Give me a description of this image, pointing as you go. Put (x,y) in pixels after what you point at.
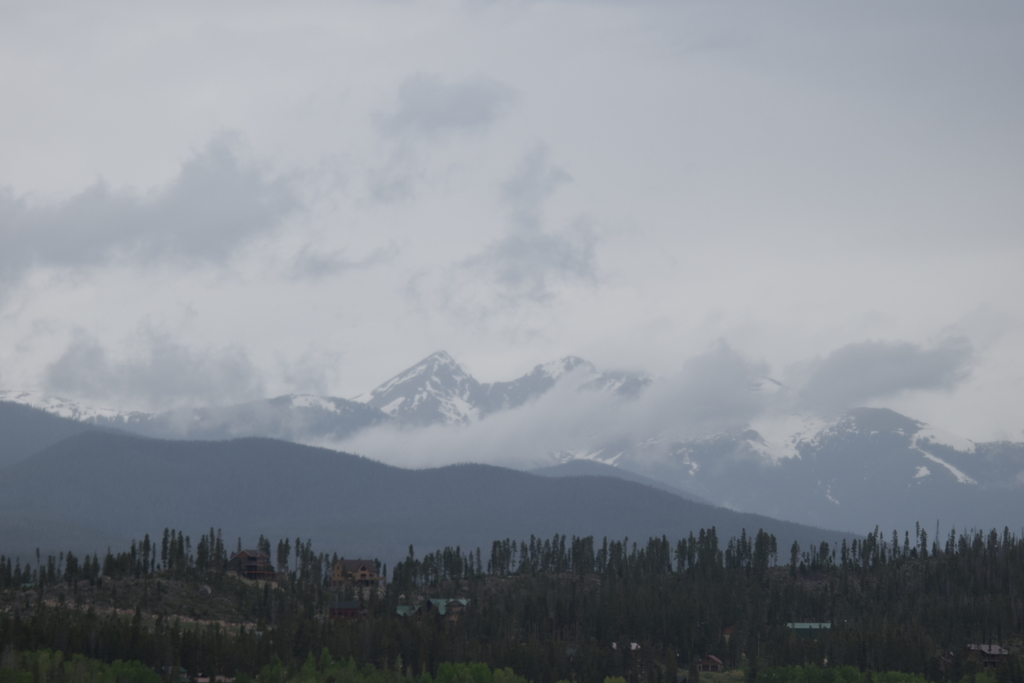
In this image we can see many trees (553,583), hills (506,481), mountains (400,376) and also the sky (488,102) with the clouds (468,171).
